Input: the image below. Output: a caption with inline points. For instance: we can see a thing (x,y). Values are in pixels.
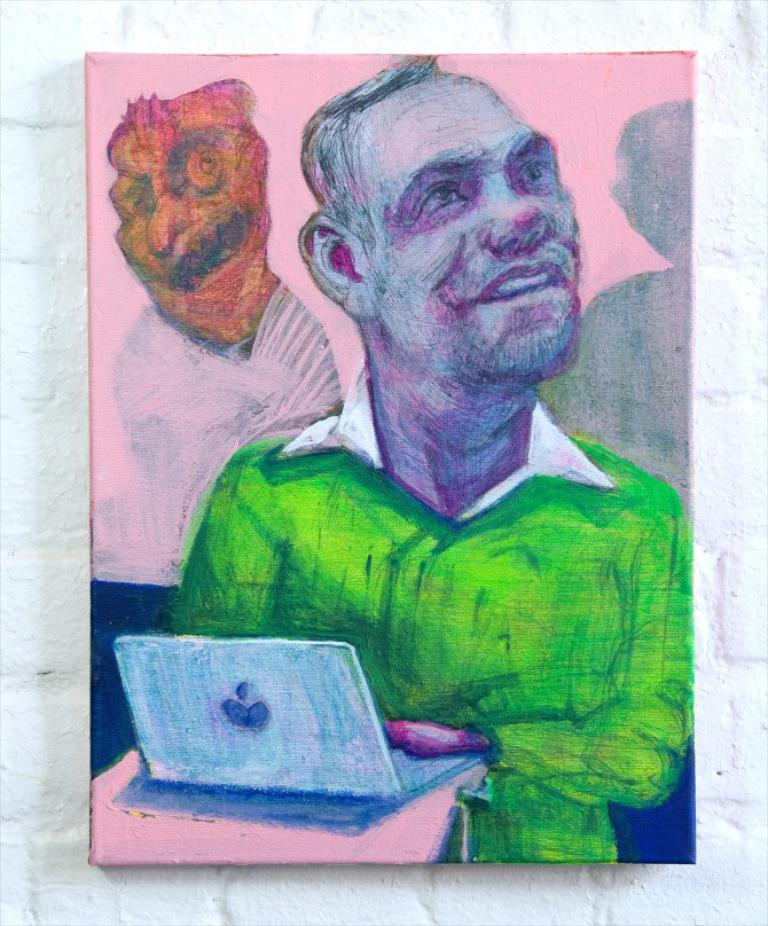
In the middle of the image (363,536) there is a painting (327,391) of a man (517,530) and a table (405,818) with a laptop (349,790) on it. The painting (325,324) is placed on the wall (727,829). The wall (16,738) is white in color.
